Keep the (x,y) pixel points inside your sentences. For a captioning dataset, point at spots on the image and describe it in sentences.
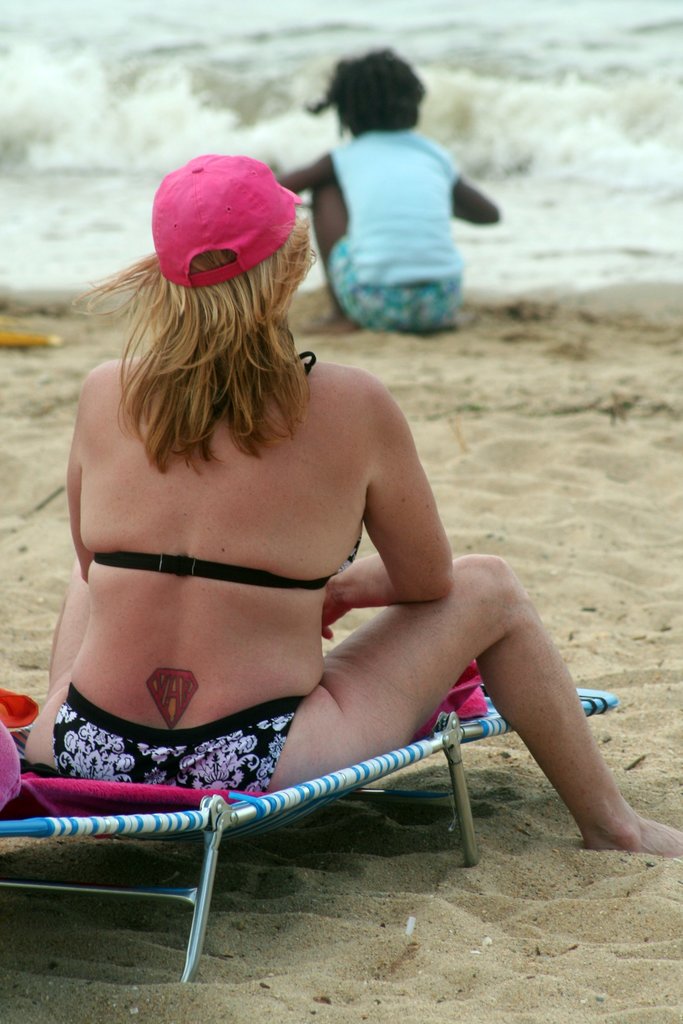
In this image I can see a woman (354,373) is sitting. I can also see a tattoo (179,693) on her back (193,646) and I can see she is wearing a pink colour cap (223,220). I can also see sand (532,436), water (665,86) and in background (408,76) I can see one more person (451,179).
